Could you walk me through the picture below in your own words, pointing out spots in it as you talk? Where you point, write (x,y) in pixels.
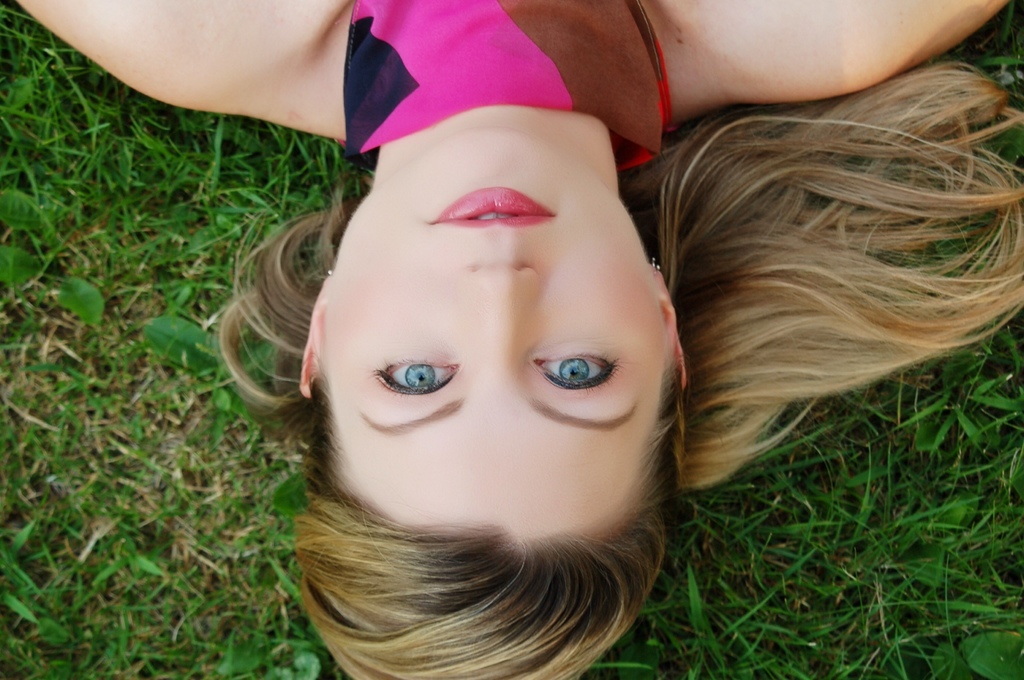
There is a woman (321,513) on the grass (203,319).
